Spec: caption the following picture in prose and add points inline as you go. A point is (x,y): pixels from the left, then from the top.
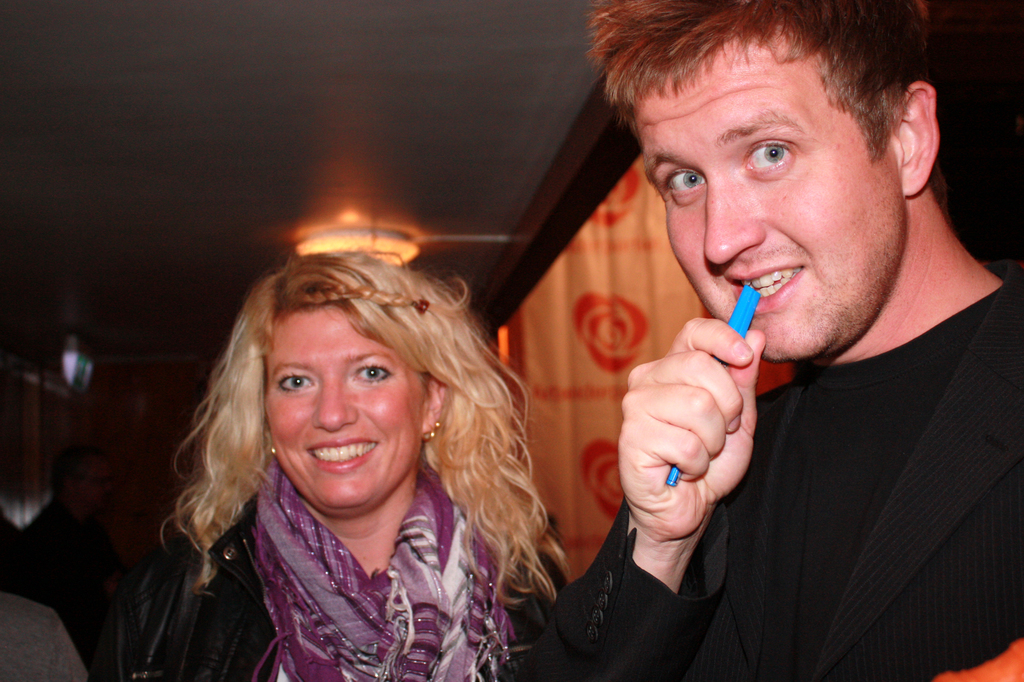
In the image two persons (130,613) are standing and smiling. Behind them few people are standing. At the top of the image (181,220) there is roof (70,177) and light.
